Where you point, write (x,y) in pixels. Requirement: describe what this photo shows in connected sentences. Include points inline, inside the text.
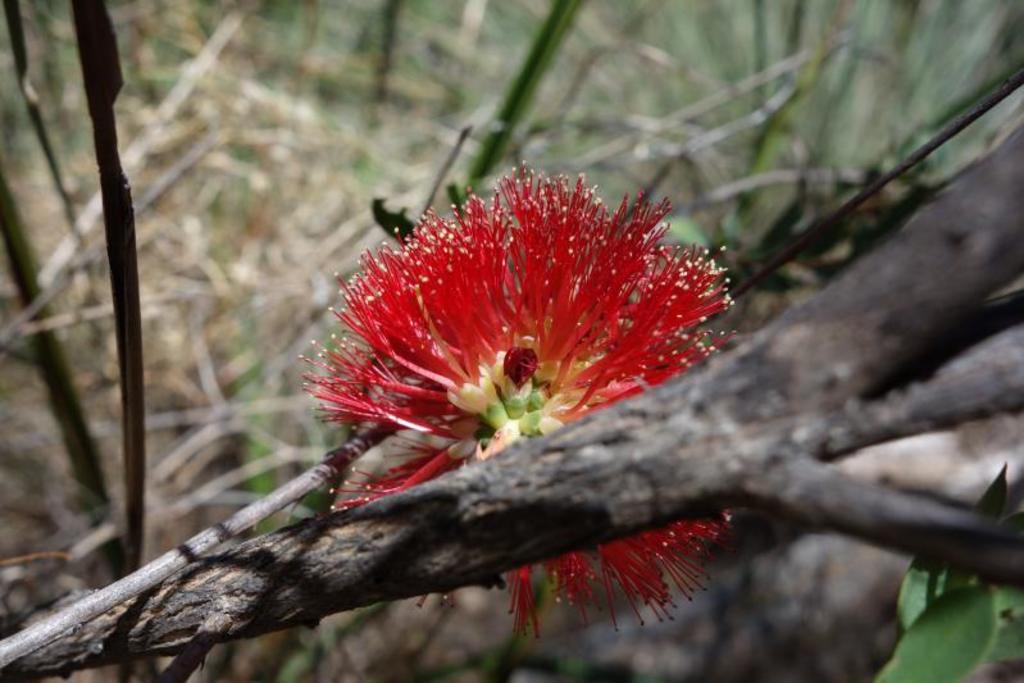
It is a beautiful red color flower (571,369) in the middle of an image (636,390). There are trees (517,478) in this image.
